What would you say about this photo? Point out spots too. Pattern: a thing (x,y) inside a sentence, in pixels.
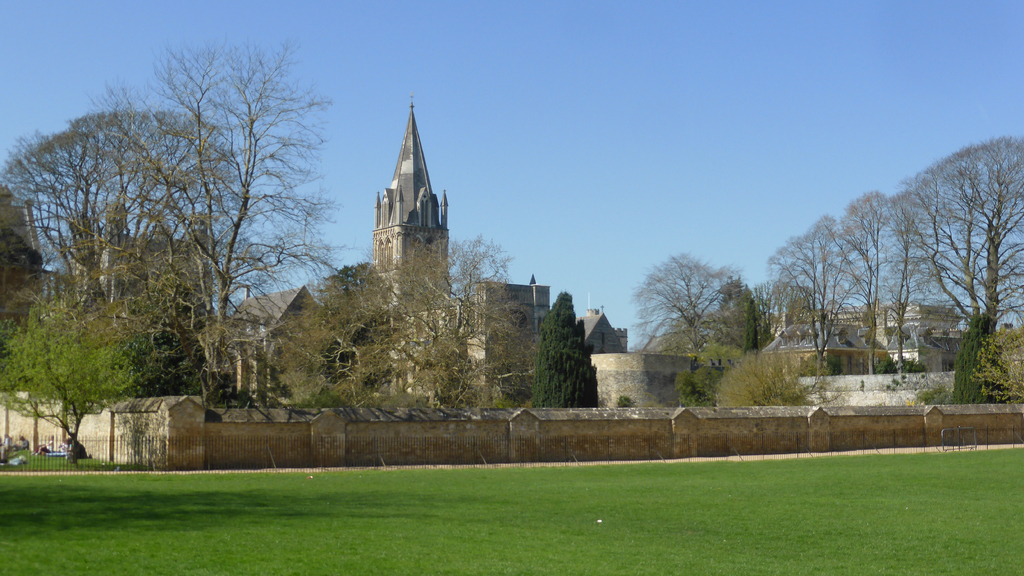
In the center of the image (526,249) we can see the sky (570,24), trees (160,297), buildings (783,349), fences (806,432), few people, grass (900,503) and a few other objects (629,353).
